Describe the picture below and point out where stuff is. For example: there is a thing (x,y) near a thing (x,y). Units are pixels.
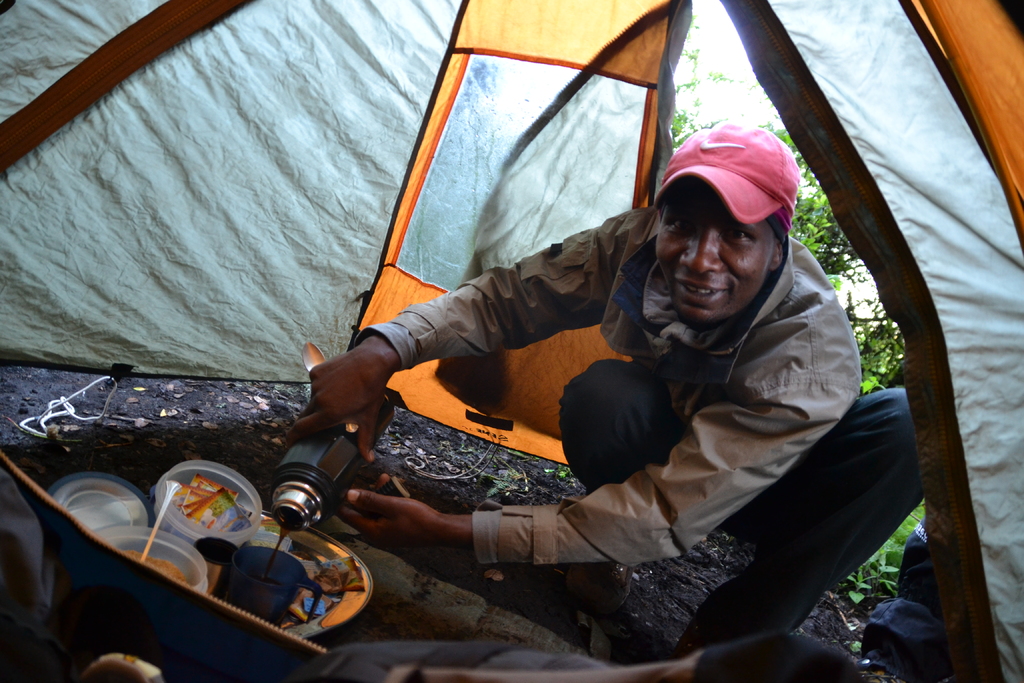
In the center of the image (640,337) we can see one man (640,505) holding bottle (304,443) and spoon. And he is smiling and he is wearing a cap (729,129). In front of him, there is a tray (318,629). On and near the tray (353,607), we can see plastic bowls (235,534), food items (354,589), one mug (282,562) and a few other objects (227,545). In the background (515,154) we can see trees (833,222), one tent (838,31) and a few other objects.
